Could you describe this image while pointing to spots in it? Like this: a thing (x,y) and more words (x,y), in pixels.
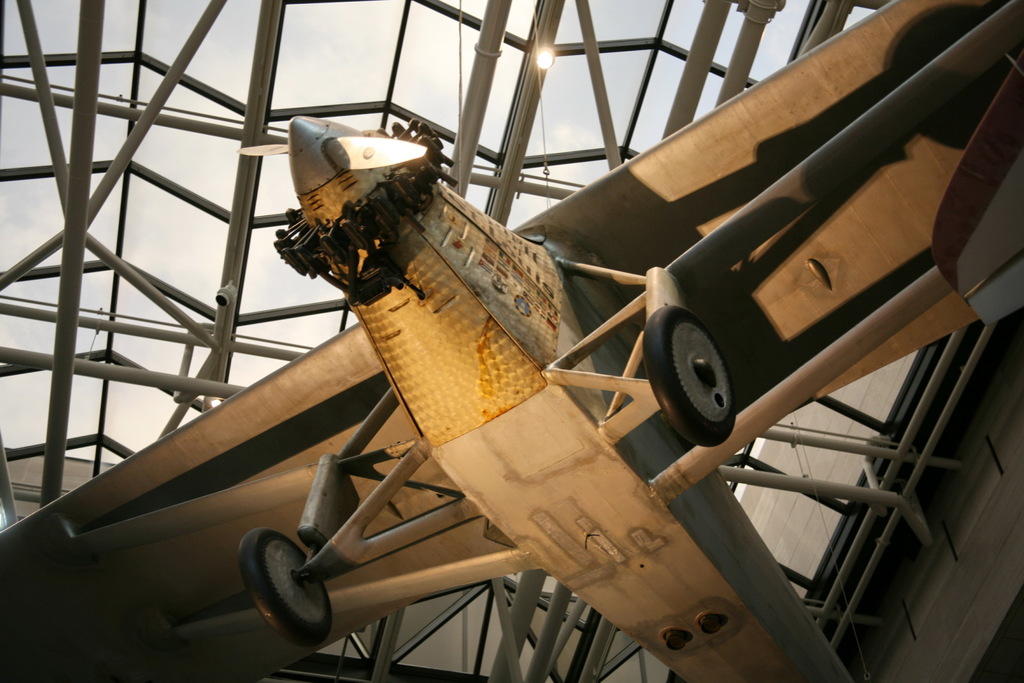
In the middle of the picture (461,244), we see an airplane (440,421). Behind that, we see the iron rods (639,103). In the background (337,102), we see the sky (128,229).
